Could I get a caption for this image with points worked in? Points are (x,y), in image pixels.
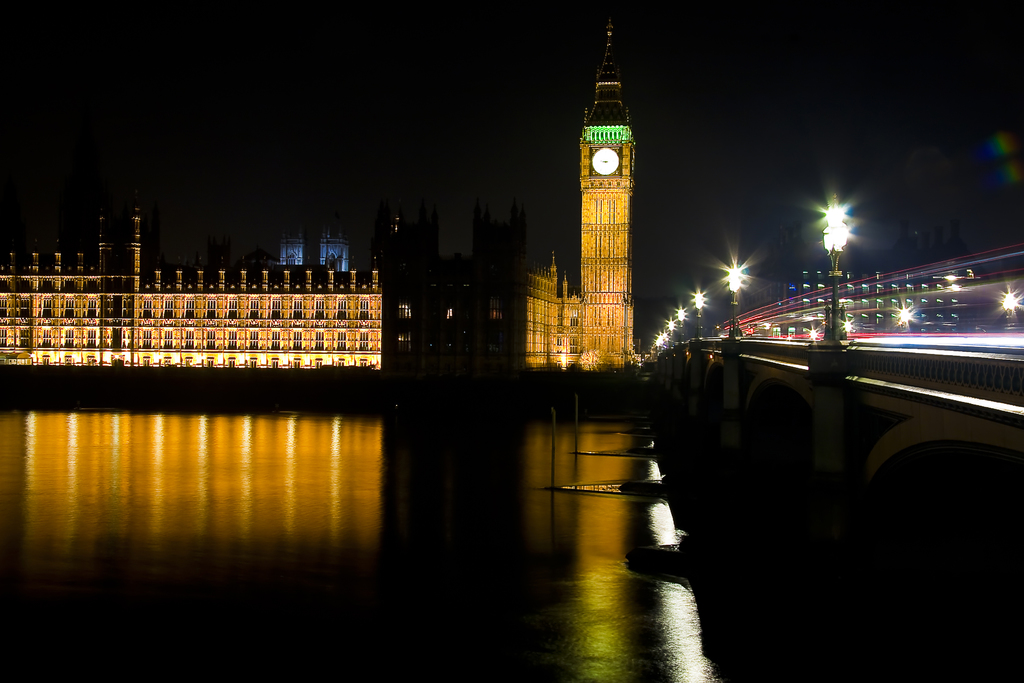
In the foreground (508,556) I can see water (649,539), bridge (861,458), light poles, vehicles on the road (893,341), fence (942,361) and trees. In the background (576,318) I can see buildings (468,327), towers (436,240), clock tower (606,305) and the sky (754,272). This image is taken may be during night.
